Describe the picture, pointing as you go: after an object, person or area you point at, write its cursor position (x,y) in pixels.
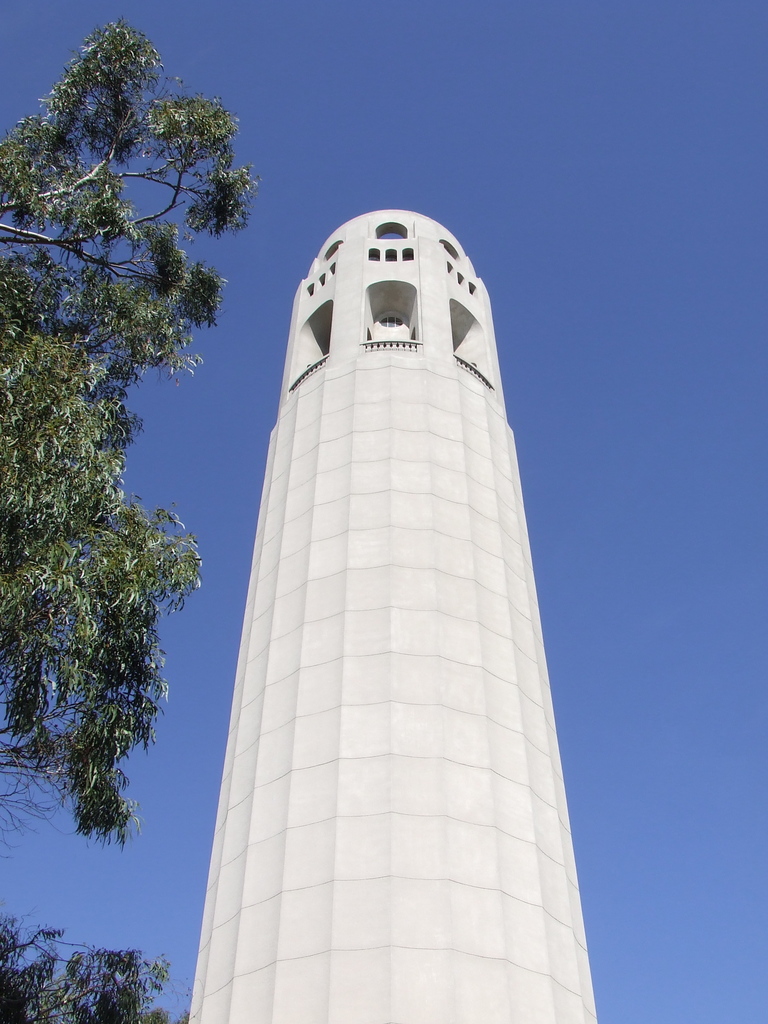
This is the picture of a tower (410,438). In this image there is a tower (531,917) in the foreground (512,952). On the left side of the image (7,372) there are trees (123,993). At the top (521,97) there is sky (546,82).
